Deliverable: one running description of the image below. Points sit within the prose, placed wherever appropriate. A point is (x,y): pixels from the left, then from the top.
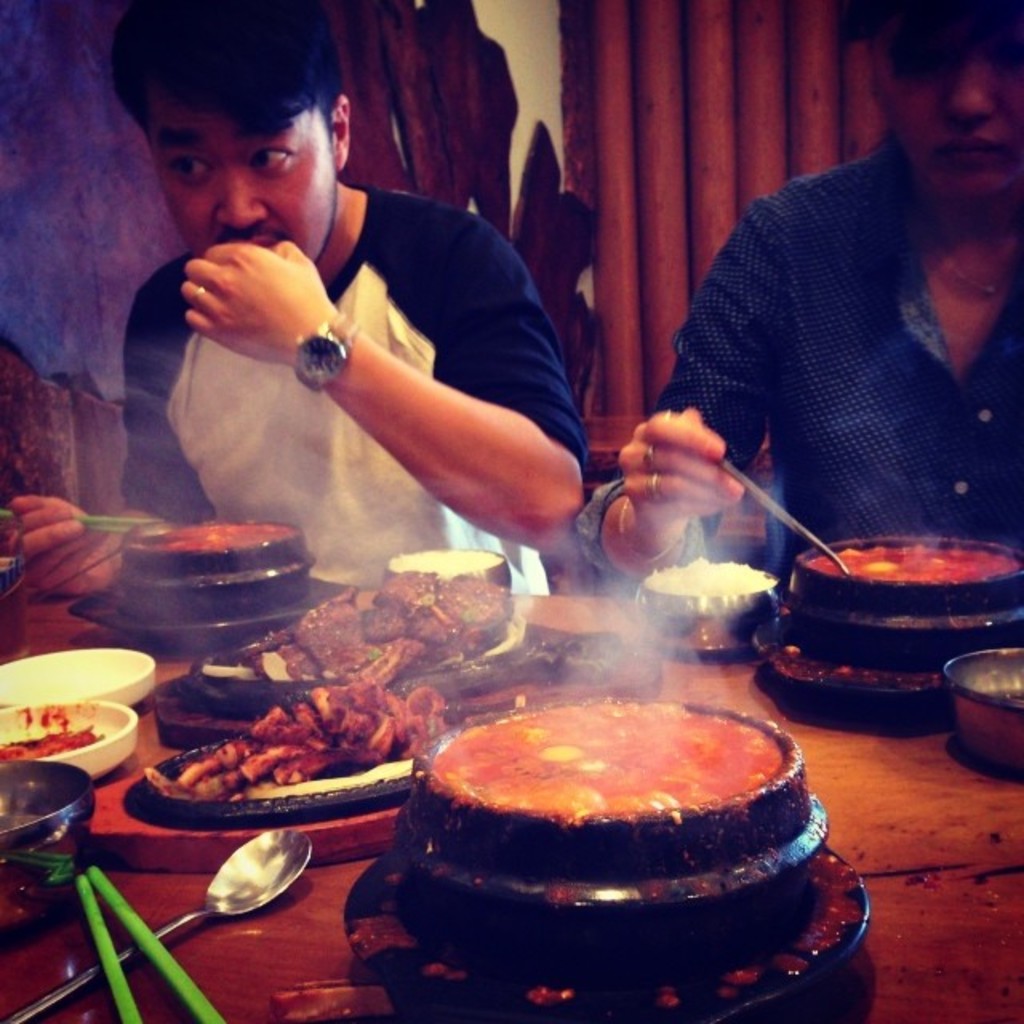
In this picture I can see two persons (172,285) sitting and holding few objects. I can see a spoon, food items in the bowls (1012,720) and on the plates (394,1012), which are on the table (932,955), and in the background (776,14) there are some objects (77,471).
